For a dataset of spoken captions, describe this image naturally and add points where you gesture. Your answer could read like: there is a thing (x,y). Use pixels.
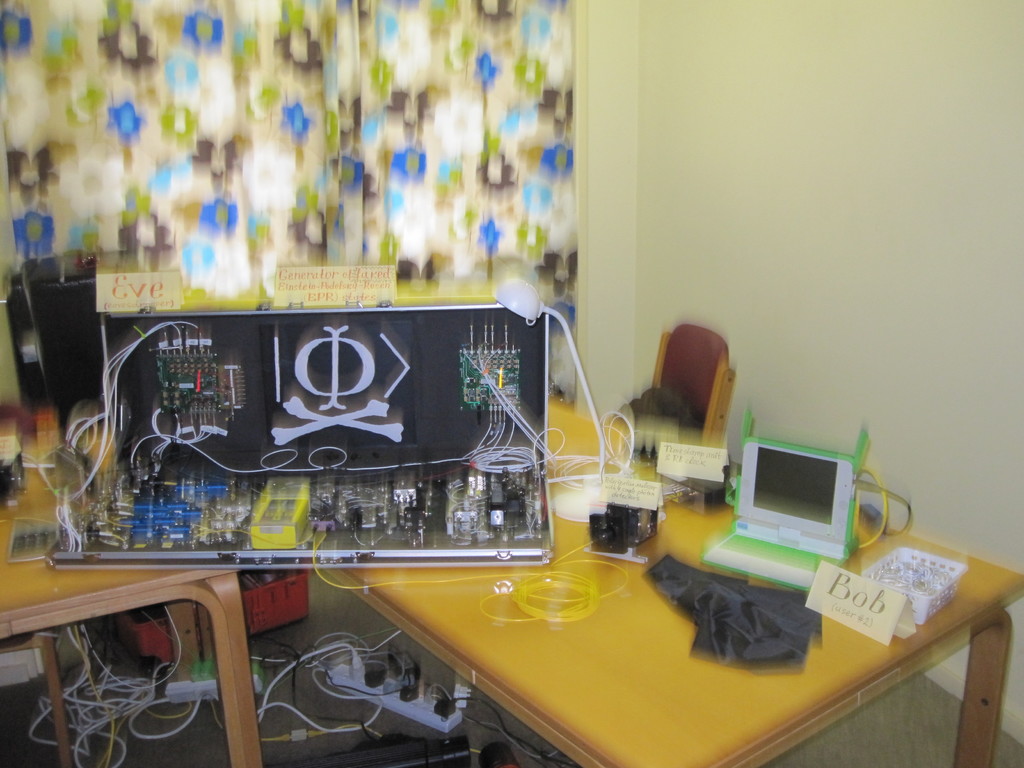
In this image in the front (432,624) there is a table (485,618) and on the table (435,595) there are objects (410,540) which are black, white and green in colour and there is a name plate (857,598) with some text (857,602) written on it, there is a laptop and there are wires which are yellow in colour. Under the table (543,569) there is an extension box (393,700) and there are wires (354,721). In the background (275,169) there is a curtain (368,162) and there is a chair (696,386).
